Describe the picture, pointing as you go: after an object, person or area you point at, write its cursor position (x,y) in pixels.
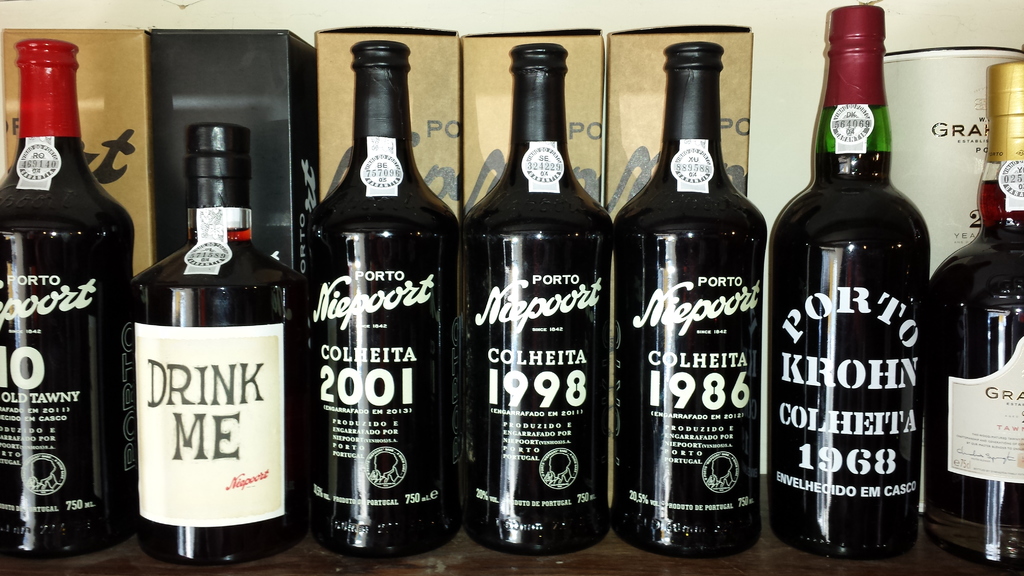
In this image I can see a group of glass bottles (695,274).
